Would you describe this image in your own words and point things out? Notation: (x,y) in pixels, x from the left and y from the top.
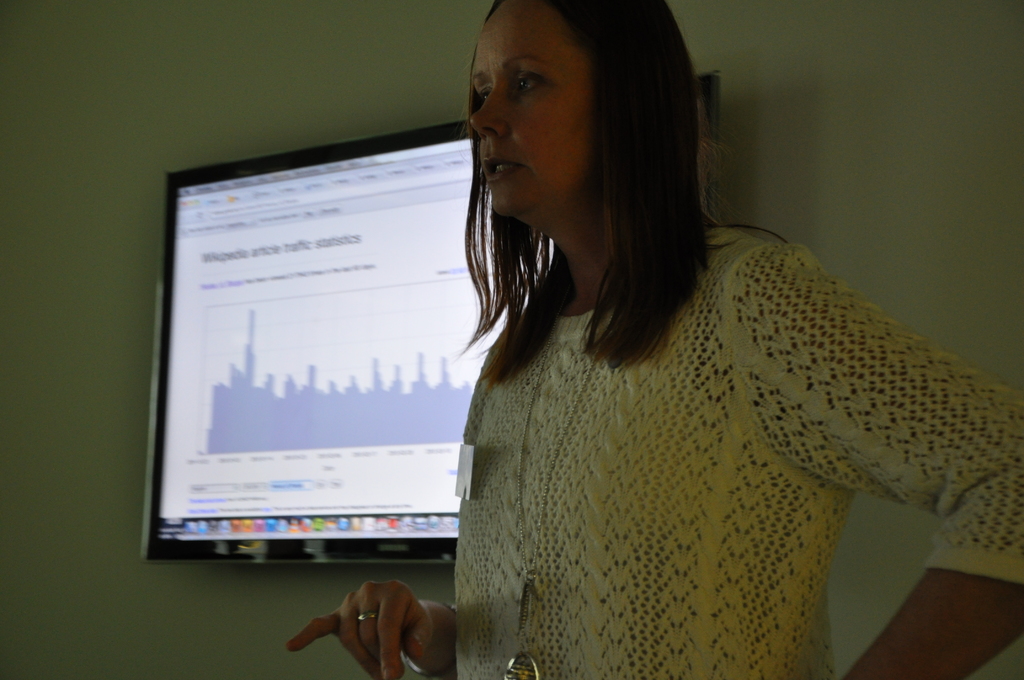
In this picture, we see the woman (714,360) in white dress (746,370) is standing and she is trying to explain something. Behind her, we see a white wall (125,259) on which television (270,333) is placed. We see something is displayed on the television screen (319,431). This picture might be clicked inside the room (302,204).
